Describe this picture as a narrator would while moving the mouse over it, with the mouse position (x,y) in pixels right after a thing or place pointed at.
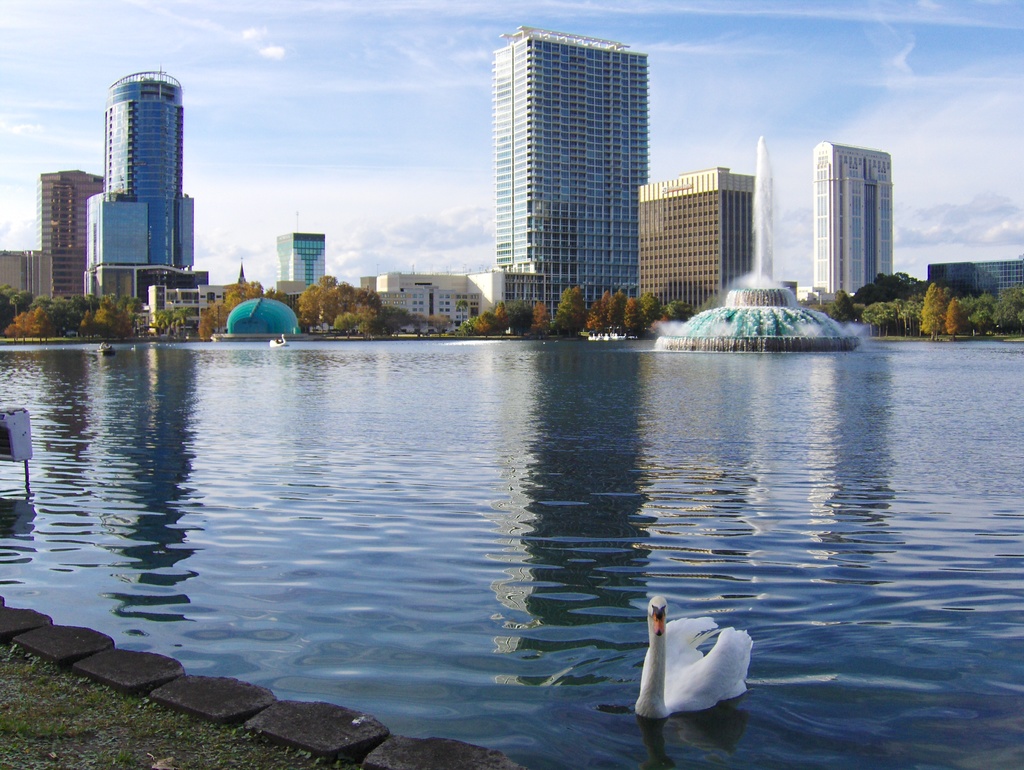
In the picture we can see a water (471,546) and near it, we can see a path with stones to it and beside it, we can see a swan (647,691) which is white in color and in the background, we can see a fountain (836,339) in the water (598,371) and behind it we can see trees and buildings (80,270) and behind it we can also see a sky (652,147) with clouds (401,268).
